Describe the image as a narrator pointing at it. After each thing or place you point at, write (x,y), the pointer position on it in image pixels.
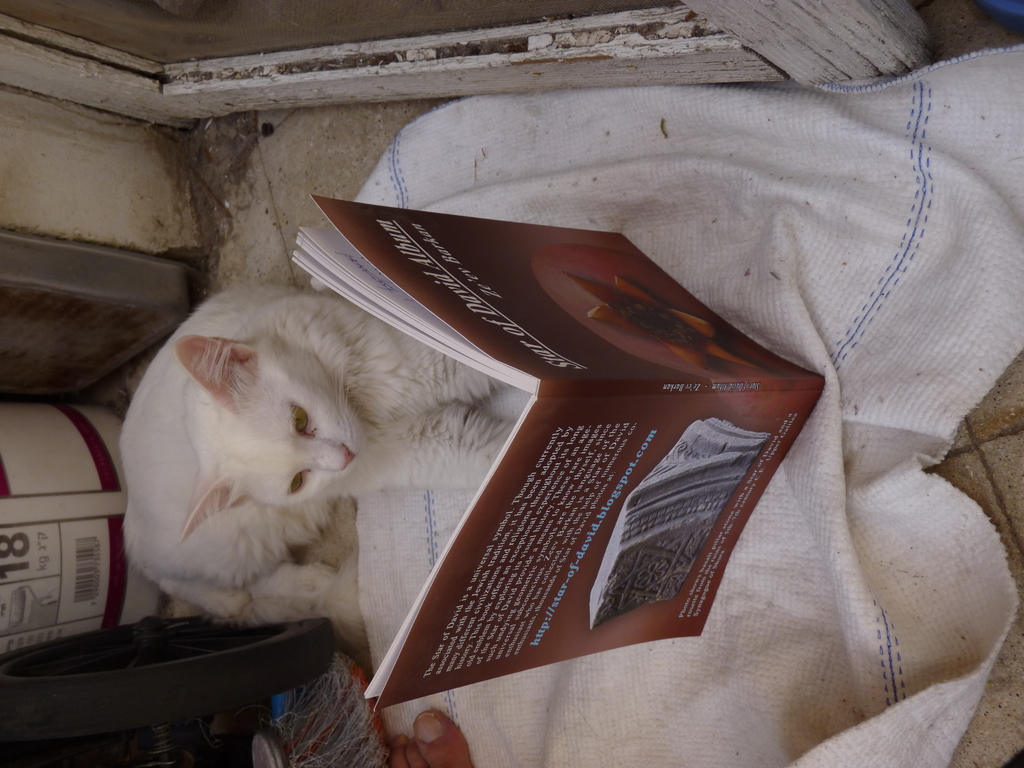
In this picture we can see white color cat (361,411) in front of the book (635,374) and this is on a white cloth (861,432) and in the background (21,444) we can see a bucket (56,496), wheel (72,680), some glass material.
